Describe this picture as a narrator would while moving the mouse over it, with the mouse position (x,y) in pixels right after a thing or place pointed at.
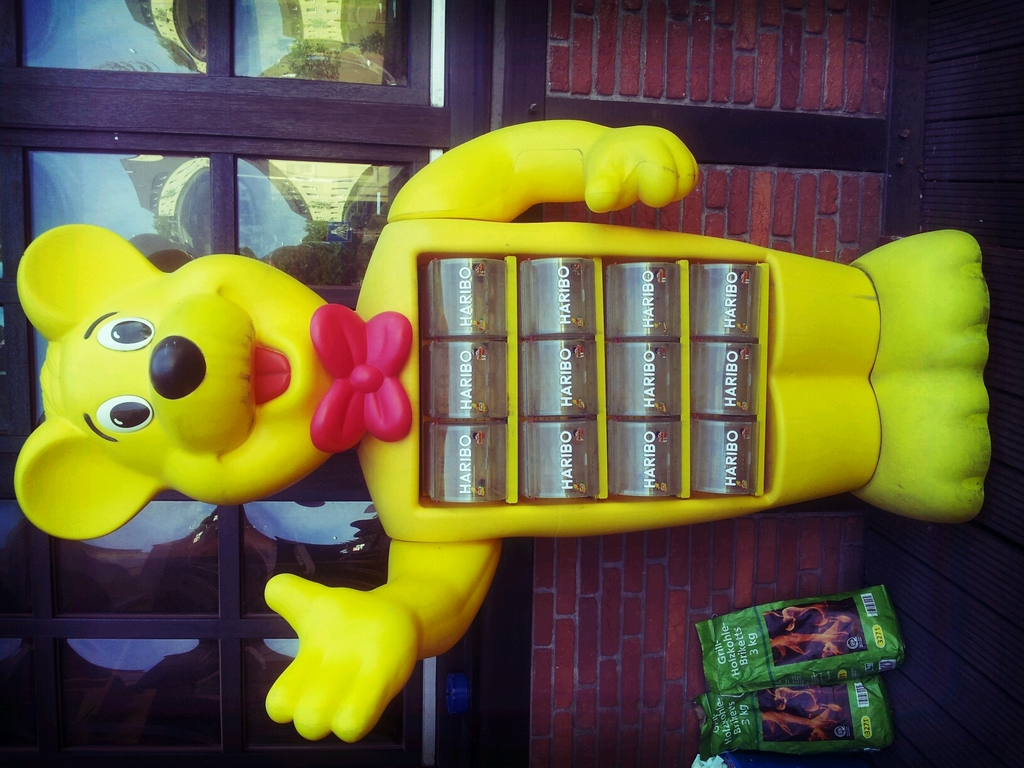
In this picture we can see a toy (803,387) and packets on the floor (962,532) and in the background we can see a wall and windows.
